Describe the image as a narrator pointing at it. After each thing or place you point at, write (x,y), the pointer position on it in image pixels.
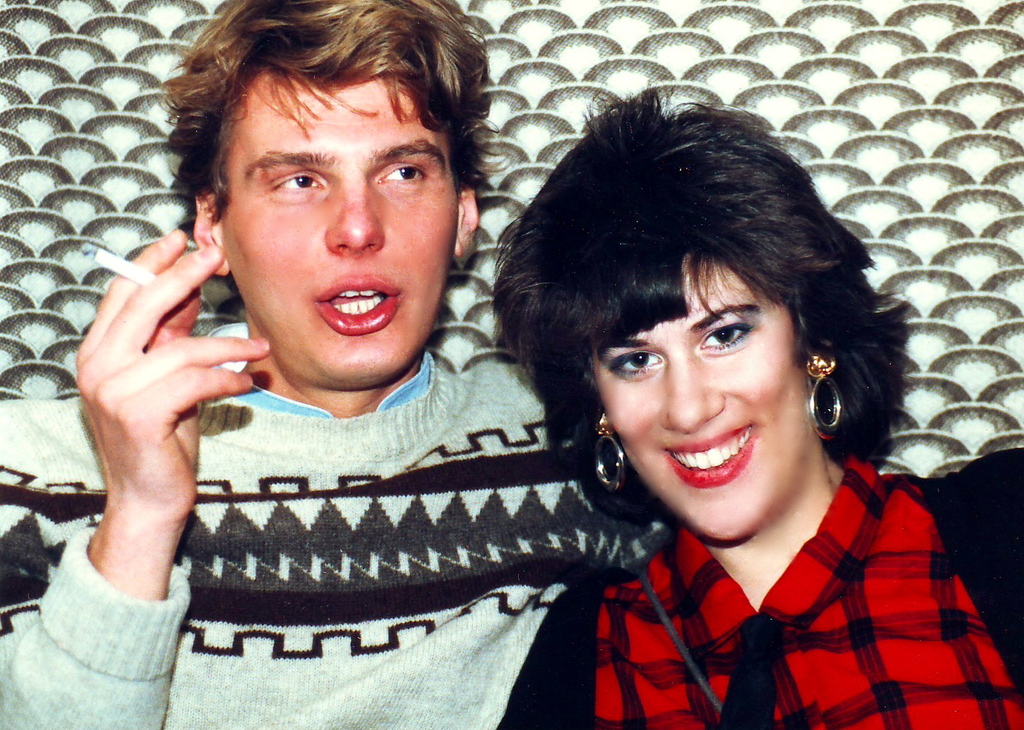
In this image I can see two people (719,589) with black, red, green and blue color dresses (387,568). I can see there is a brown, cream and green background (494,114).
